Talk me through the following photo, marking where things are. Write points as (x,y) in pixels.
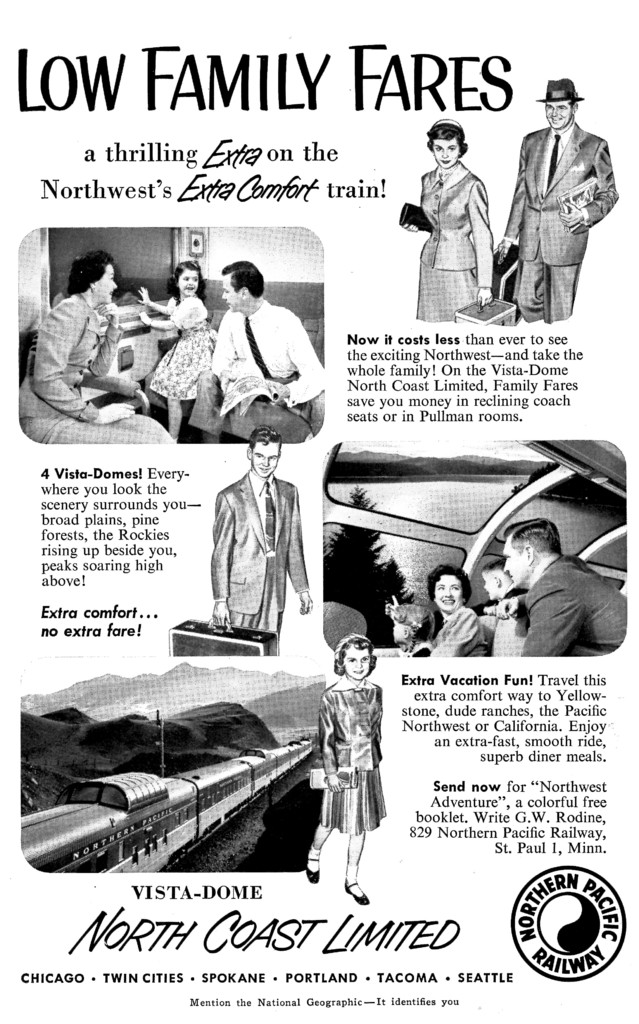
In this image there is a printed photo (571,369) visible, in the photo (61,317) there is a text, train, hill (249,727), logo (547,884), tree (355,501) and the lake (444,500) visible.
